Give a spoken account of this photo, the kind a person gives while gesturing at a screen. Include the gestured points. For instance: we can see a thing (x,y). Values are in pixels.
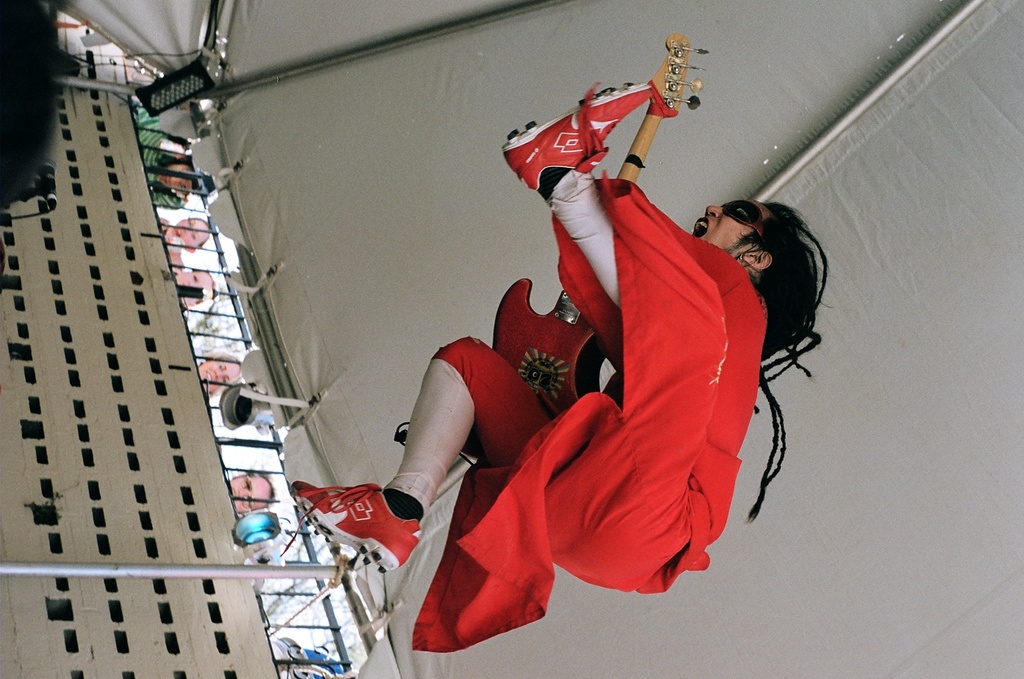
Here in this picture we can see a person (562,451) jumping in air and we can see some costume (630,363) on him and he is holding a guitar (570,324) in his hand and above him we can see a tent (465,258) present and we can also see lights (186,100) present and we can see people (175,188) trying to see him performing from outside over there and on the left side (23,189) we can see a microphone (50,195) also present over there.
